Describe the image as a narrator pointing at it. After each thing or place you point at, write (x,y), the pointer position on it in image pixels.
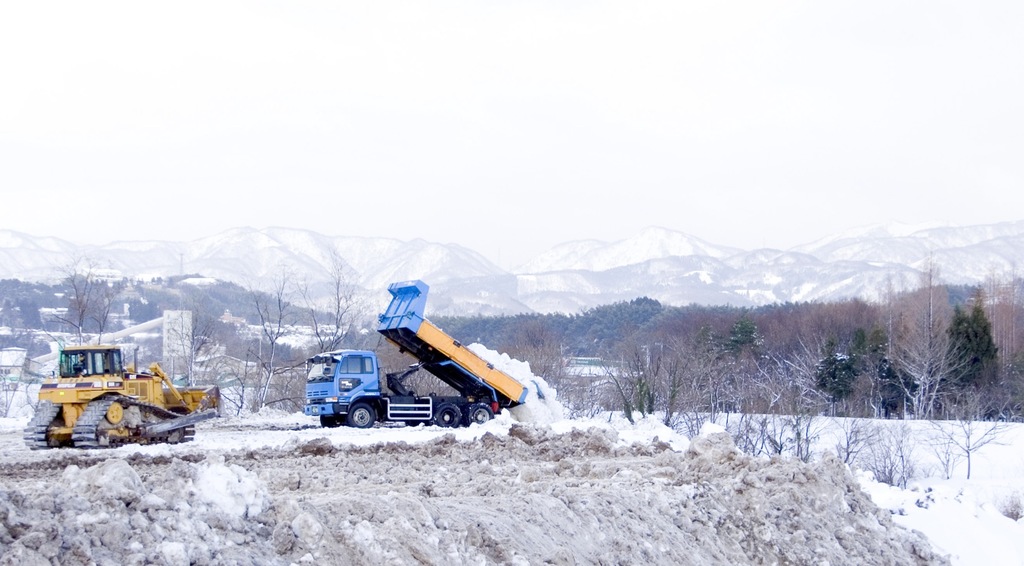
This is an outside view. At the bottom (437,480), I can see the snow (942,519). On the left side (107,402) there is a bulldozer (136,390) and a truck (362,411). In the background (724,358) there are many trees (653,374) and buildings (230,318) and also I can see the mountains (393,266). At the top of the image (589,112) I can see the sky (214,124).
